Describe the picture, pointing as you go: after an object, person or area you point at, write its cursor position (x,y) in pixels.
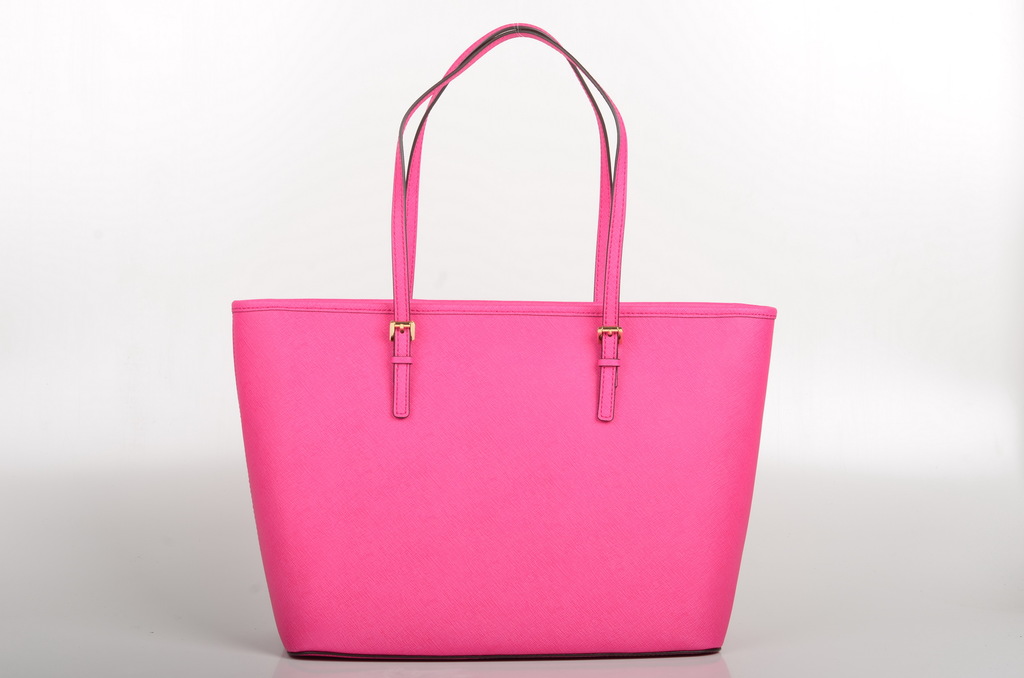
In this picture we can see a pink color bag (508,445).
